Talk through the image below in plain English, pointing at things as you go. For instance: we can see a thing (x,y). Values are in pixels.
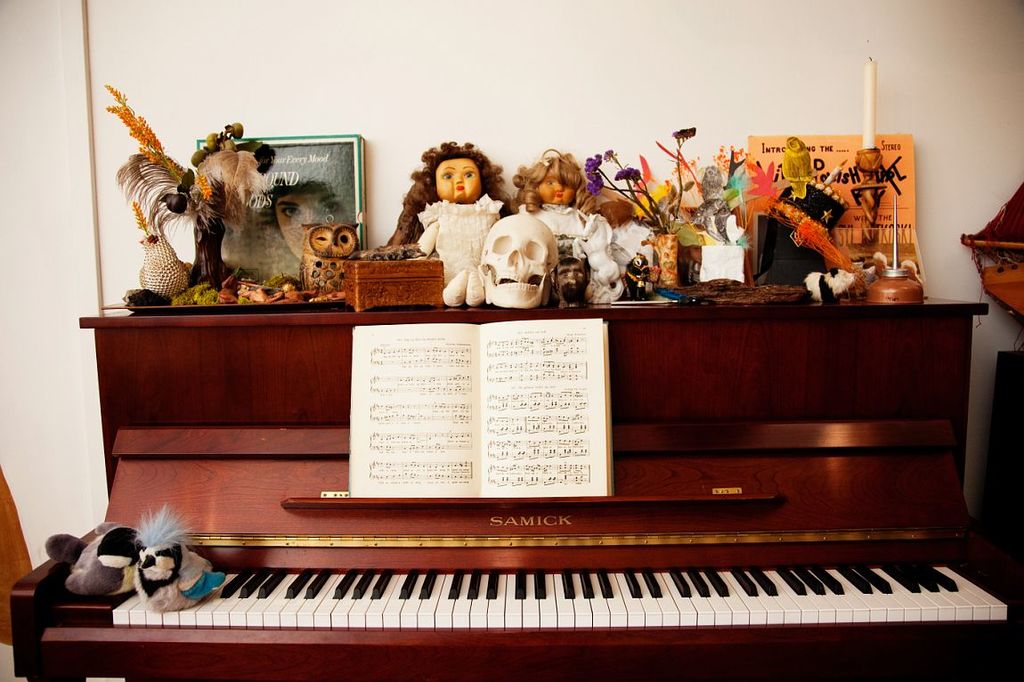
The image looks like it is clicked inside a room (865,506). There is a piano (523,312) in brown color, on which there is a music notes (394,330) and dolls (409,226), skull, Photo frames (287,186), flower vase (210,219) are kept. In the background (908,22) there is a wall (782,73) in white color.
